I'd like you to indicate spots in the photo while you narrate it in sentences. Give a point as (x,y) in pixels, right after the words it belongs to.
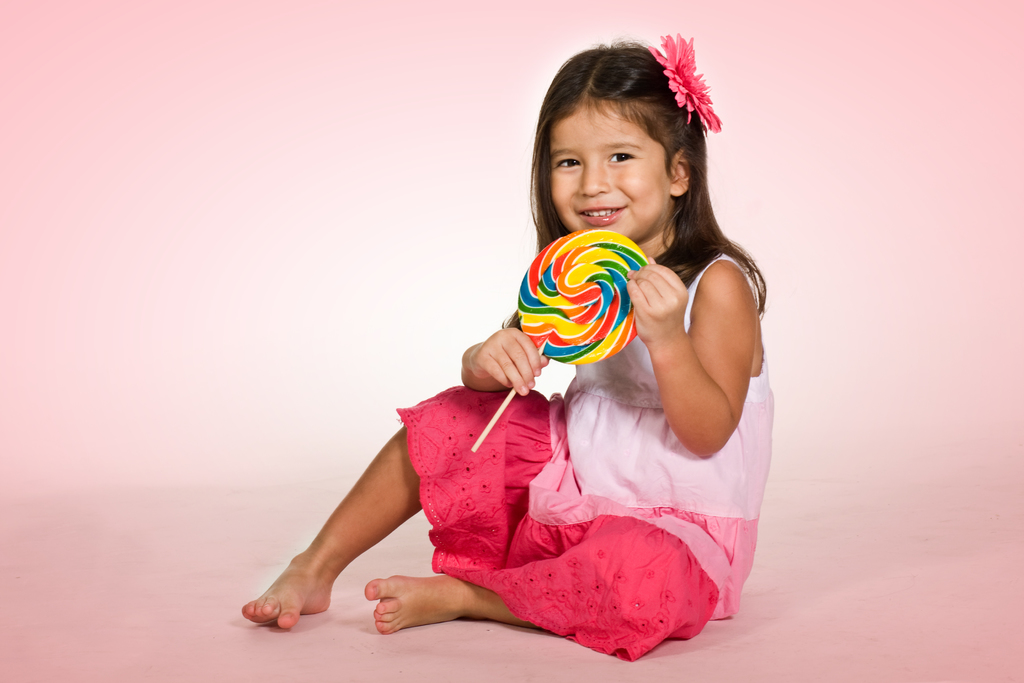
In the center of the image (648,287) there is a girl (697,422) holding a candy (596,254) in her hand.
